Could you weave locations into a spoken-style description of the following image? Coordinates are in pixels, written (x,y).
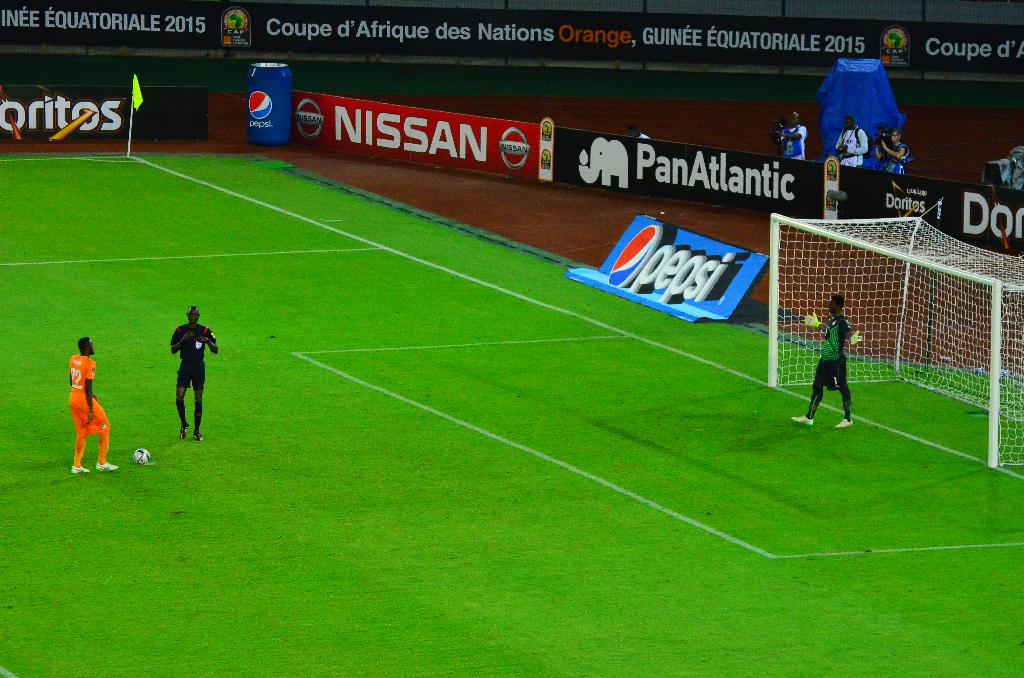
In this picture we can see there are three people (841,344) and a ball (141,451) on the ground (142,470). On the right side of the people (810,316) there is a net (794,275), poles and boards (806,186). Behind the boards (782,168), there are three other people (792,138) standing and holding the cameras (781,132).
